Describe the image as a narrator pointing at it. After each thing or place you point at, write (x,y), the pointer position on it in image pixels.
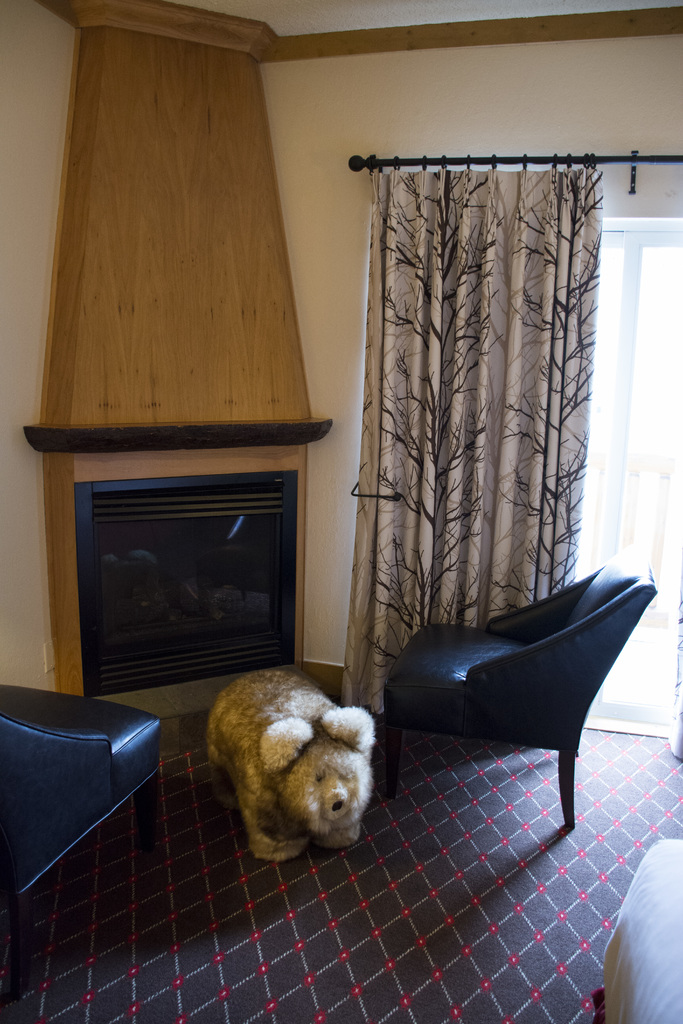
In this image I see 2 chairs (16,842), a toy bear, wall (307,650), window (659,283) and the curtain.
